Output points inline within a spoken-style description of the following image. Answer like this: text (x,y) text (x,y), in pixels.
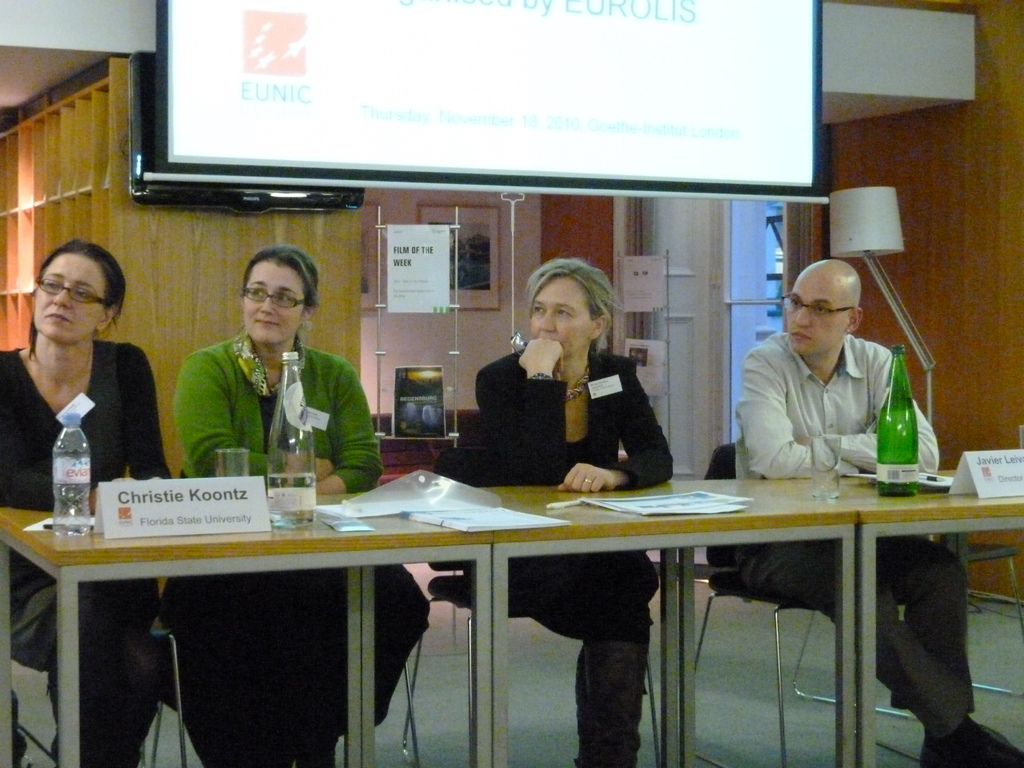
There is a room (524,267). There are four people (294,279) sitting on a chairs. There is a table (456,537). There is a bottle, paper (450,513) and name board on a table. The three persons (845,440) are wearing a spectacle (302,302). We can see in background (413,379) door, window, poster (409,390), lamp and screen (741,111).
